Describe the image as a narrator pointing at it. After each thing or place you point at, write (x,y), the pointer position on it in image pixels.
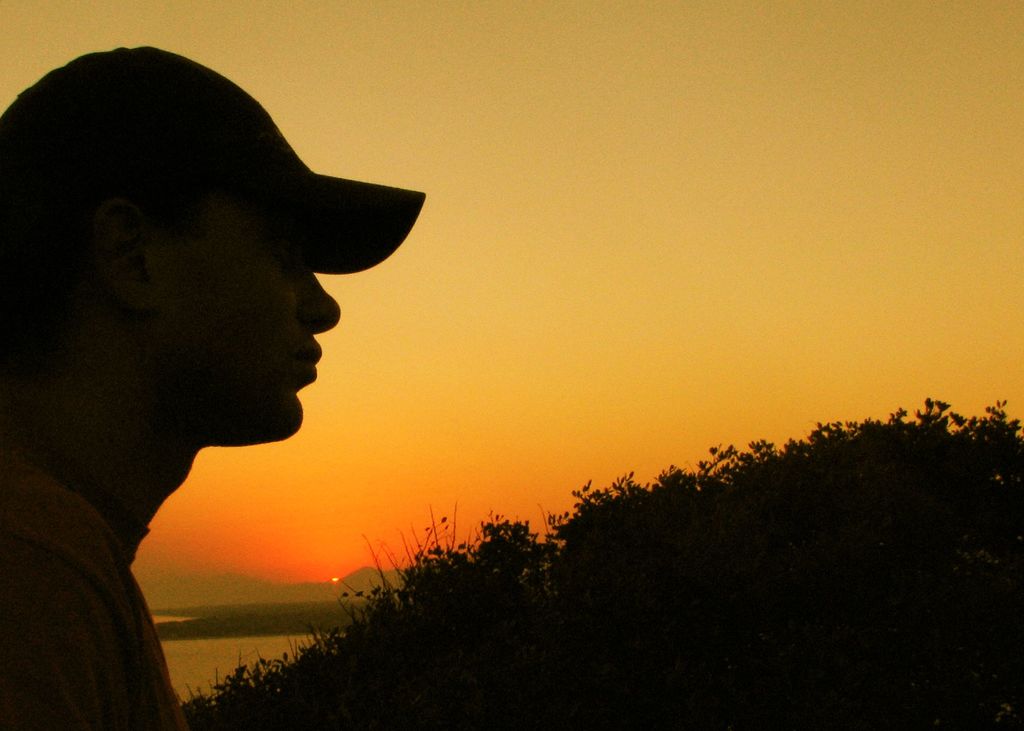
On the left side (104,365) there is a person (114,283) wearing cap (97,186). On the right side (747,526) there are trees (651,517). In the background (408,395) there is sky (317,476), sun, hills (280,589) and water (212,644).
